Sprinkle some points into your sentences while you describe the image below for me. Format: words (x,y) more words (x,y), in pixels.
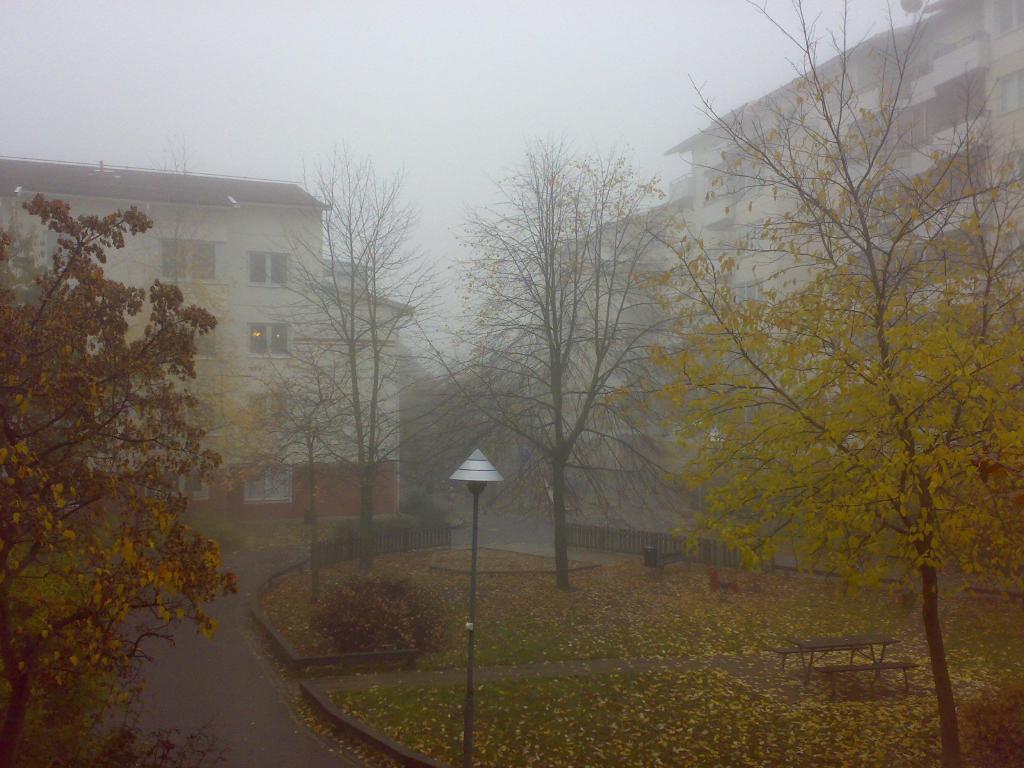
In the foreground of the picture (887,340) there are trees (138,555), plants (360,608), streetlight (489,479), branches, dry leaves (634,675), road (503,671) and grass (629,580). In the middle of the picture (613,318) there are buildings (957,79) and trees (502,377). At the top (358,65) it is sky (353,89).
